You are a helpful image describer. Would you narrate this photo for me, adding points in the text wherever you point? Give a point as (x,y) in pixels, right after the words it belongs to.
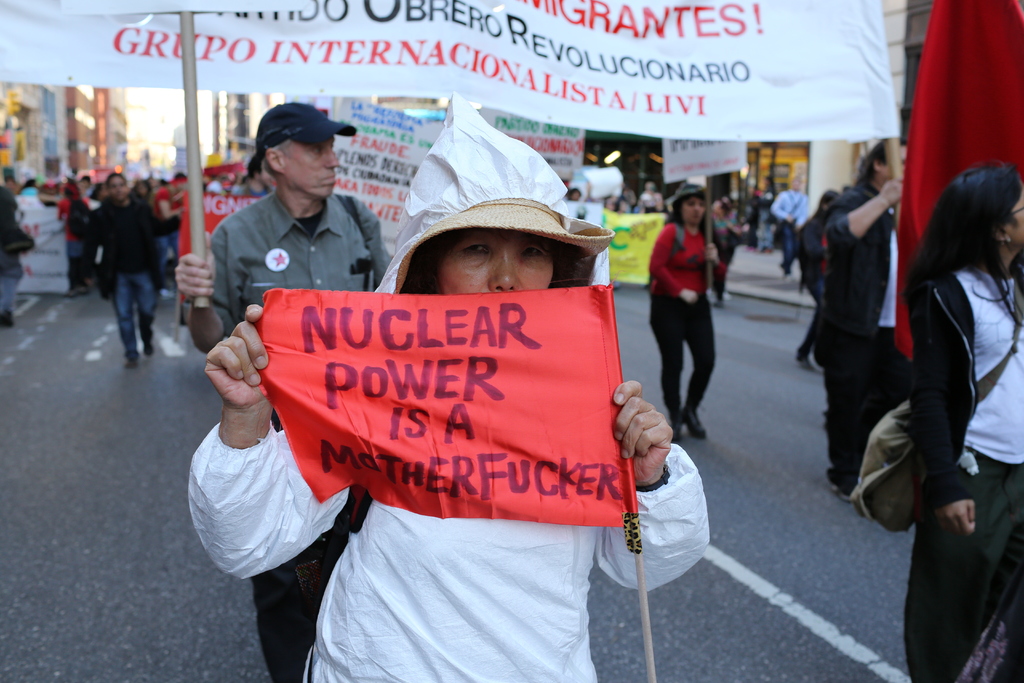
In this image we can see a few people (567,276) wearing bags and holding banners (48,36), on the banners (483,366) some text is written, in the background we can see some buildings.
